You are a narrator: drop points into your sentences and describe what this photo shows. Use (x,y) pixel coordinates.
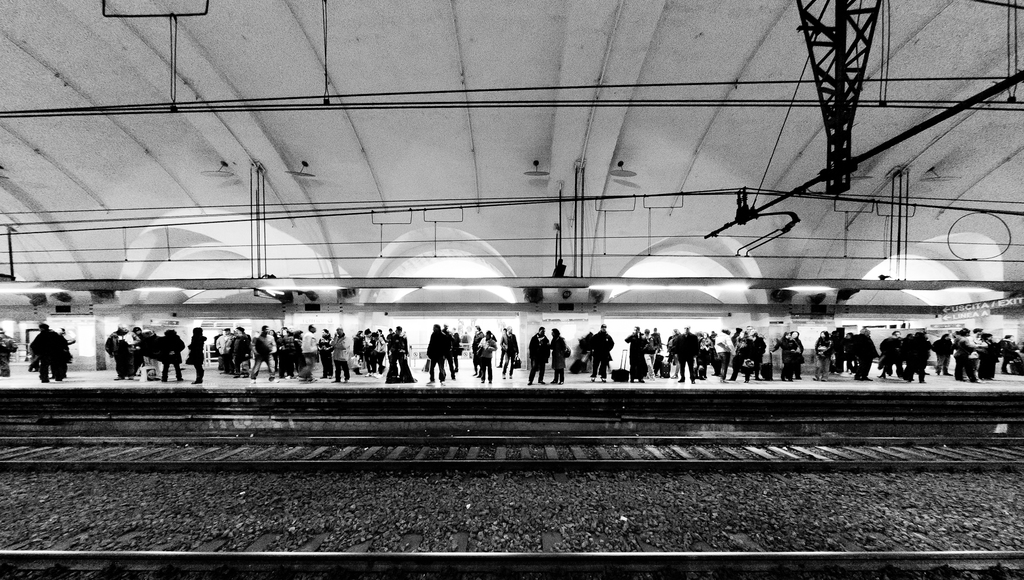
In this image I can see the tracks (417,538). In the background (493,355) I can see many people (477,364) are standing on the platform (465,370). I can see the wires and metal rods (857,164) at the top (499,107). I can see this is a black and white image.
